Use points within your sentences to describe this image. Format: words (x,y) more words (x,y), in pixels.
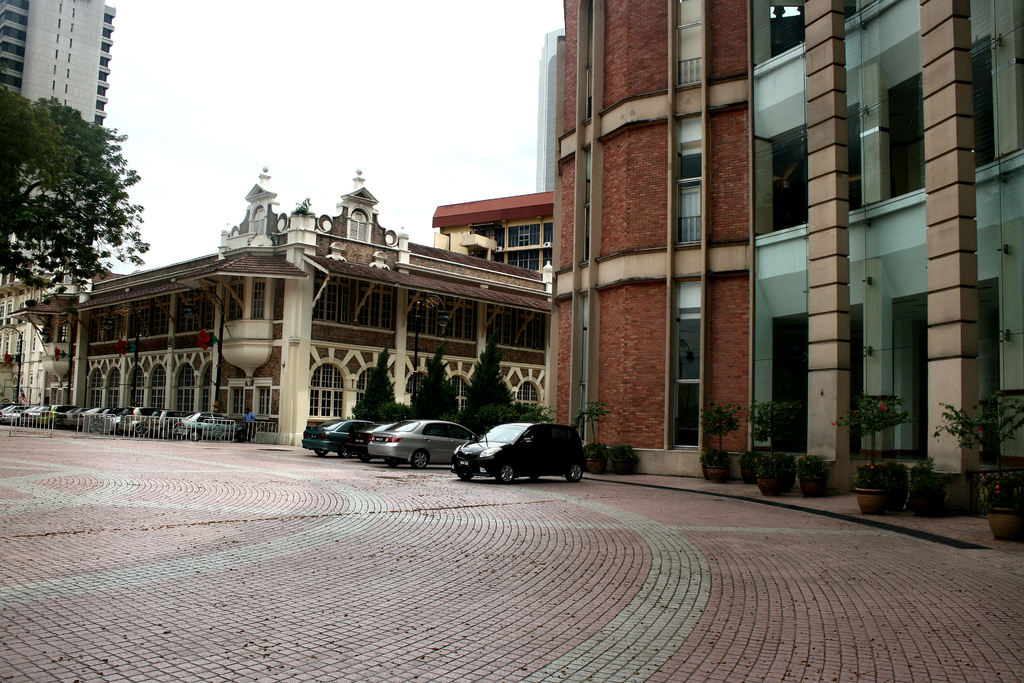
In this picture we can see many cars (565,450) which is parked near to the fencing (105,415). In the top left corner (63,22) there is a skyscraper (68,47). At the top (291,29) we can see sky (291,26) and clouds (288,2).
